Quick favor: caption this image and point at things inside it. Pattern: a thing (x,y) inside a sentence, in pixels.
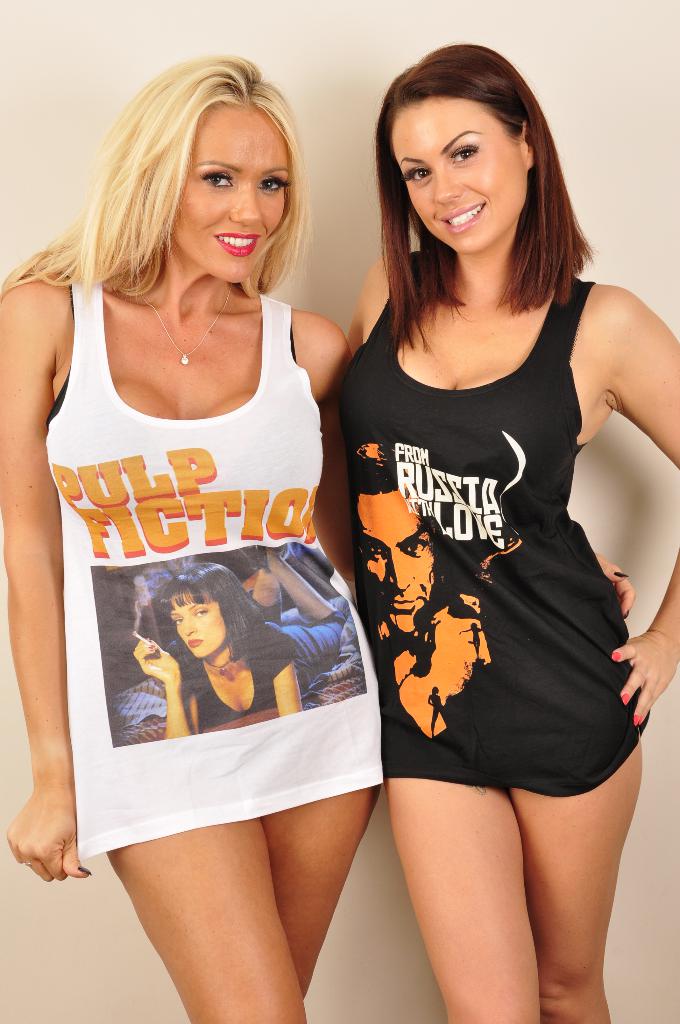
In this image, we can see two women (317,736) are standing and smiling. They are seeing. Background (361,107) there is a wall (341,95) we can see.
